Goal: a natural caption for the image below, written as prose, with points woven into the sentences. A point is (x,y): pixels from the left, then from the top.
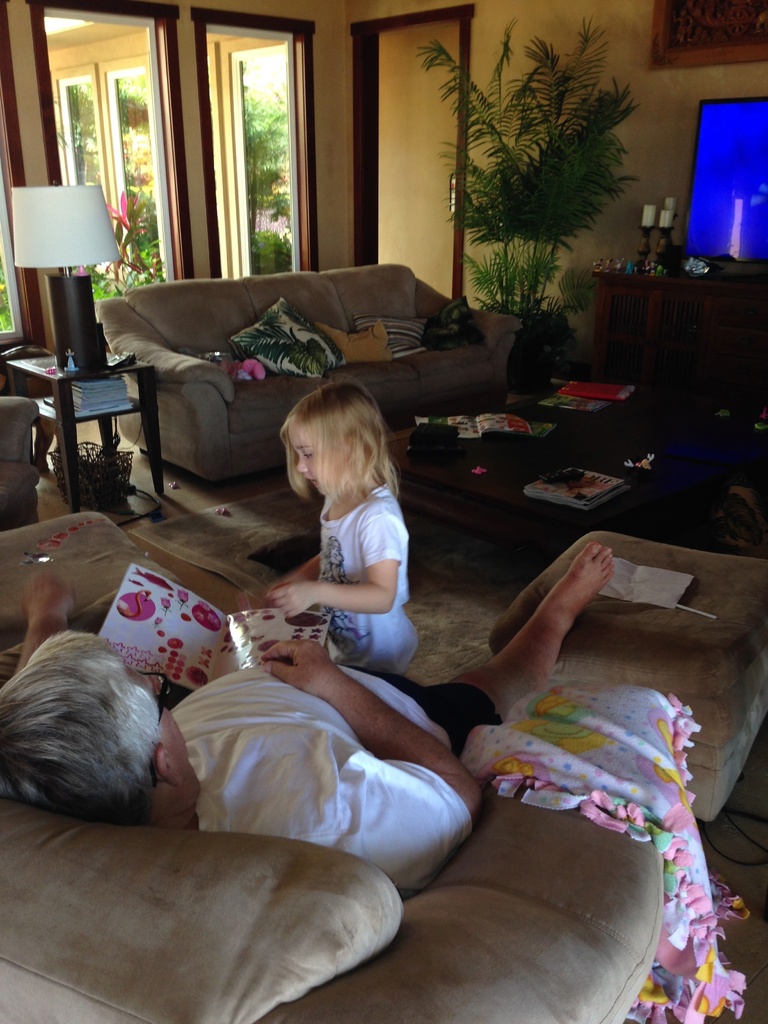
This image is taken inside the room (471,477) where a man (459,776) is sitting on the sofa (390,898) in the center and a girl (375,588) standing in front of the man (358,717). In the background (478,289) there is a plant's (543,223), sofa (393,301), window (114,178), lamp (76,326), monitor (690,231), wall (416,153), door (427,146). Outside the window (239,141) there are trees (250,143).
